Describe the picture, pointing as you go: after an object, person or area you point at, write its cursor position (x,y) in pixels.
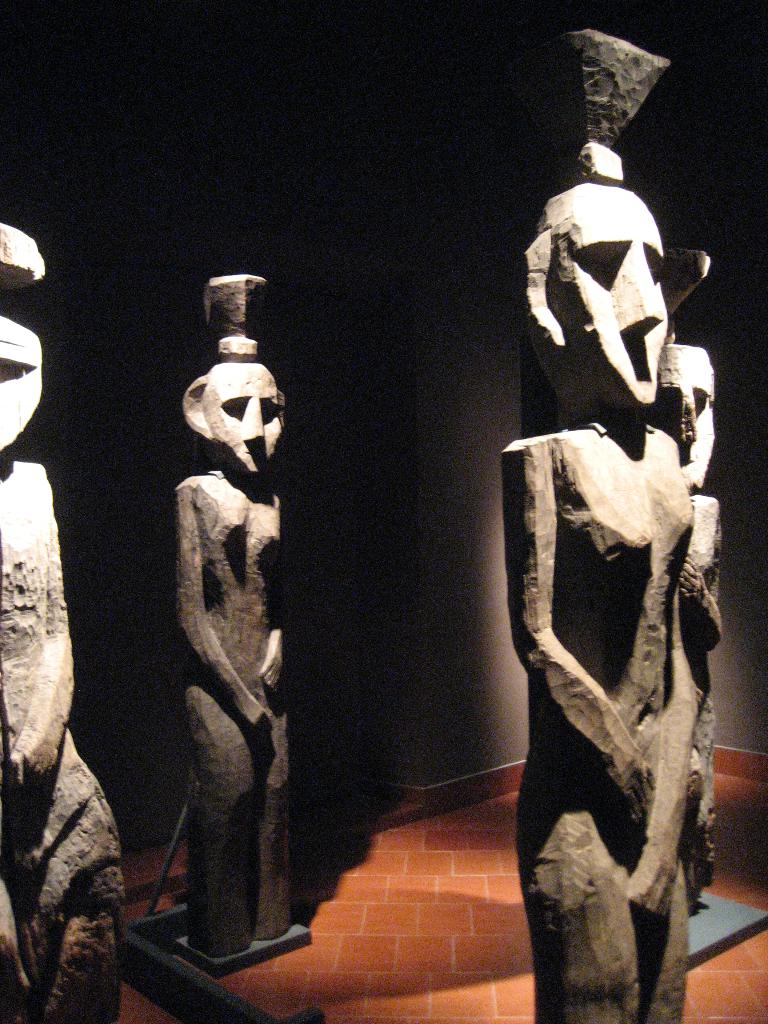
There are statues (225,638). In the background (411,251) there is a wall (340,235).
